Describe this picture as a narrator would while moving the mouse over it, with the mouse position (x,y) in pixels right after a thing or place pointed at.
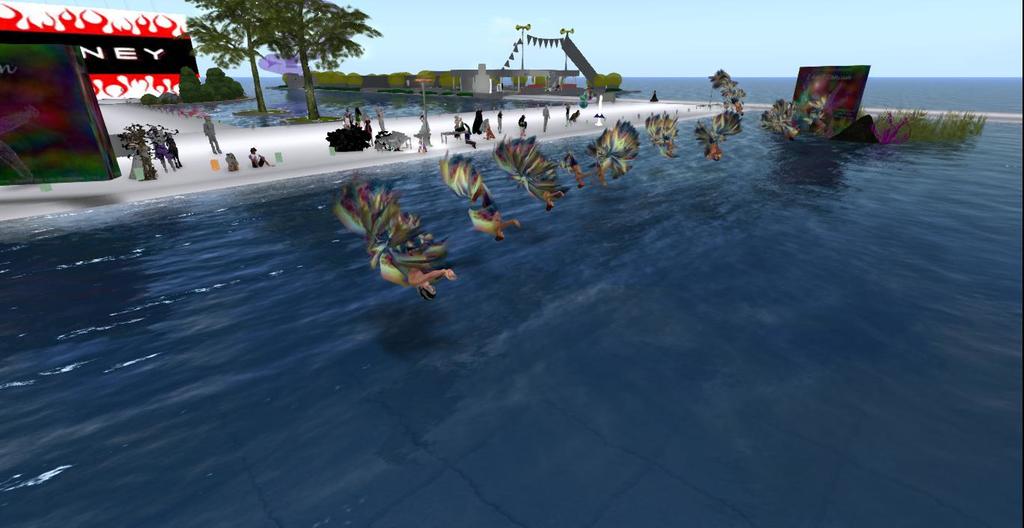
In the picture we can see an animated picture with a water (997,366) which is blue in color with some colored board (837,91) on it with some flying figures (600,180) on the water (445,221) and near the water (207,197) we can see a sand surface (96,193) with some people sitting on the sand (96,193) and some are standing and behind them we can see some trees (198,98) and a carnival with some tents (451,86) and in the background (708,40) we can see a sky (725,62).
